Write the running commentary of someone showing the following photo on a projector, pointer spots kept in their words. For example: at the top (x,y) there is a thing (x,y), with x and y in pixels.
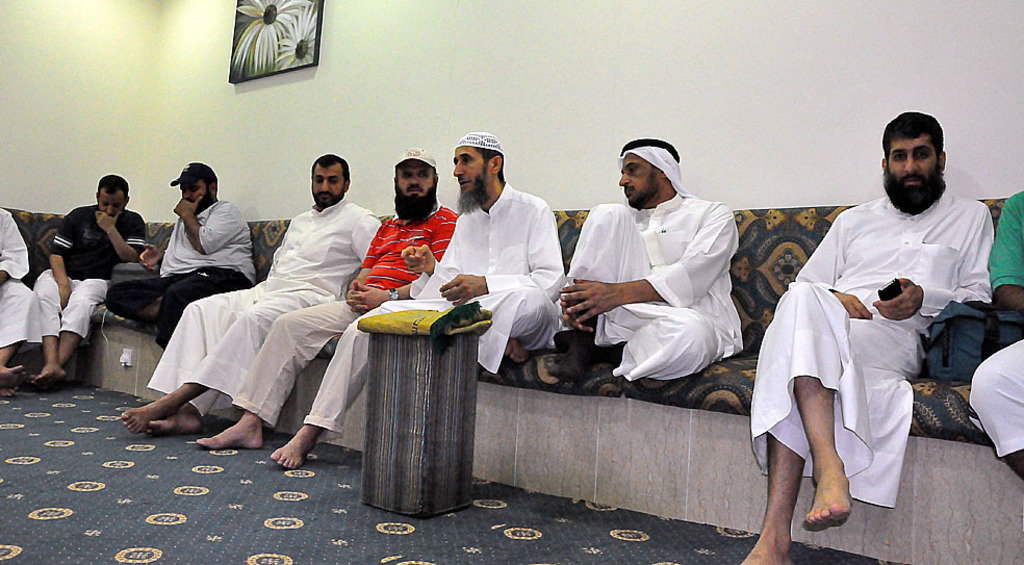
This picture describes about group of people (549,271), they are all seated and few people (478,158) wore caps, in the background (382,185) we can see a frame (270,57) on the wall (298,96).
